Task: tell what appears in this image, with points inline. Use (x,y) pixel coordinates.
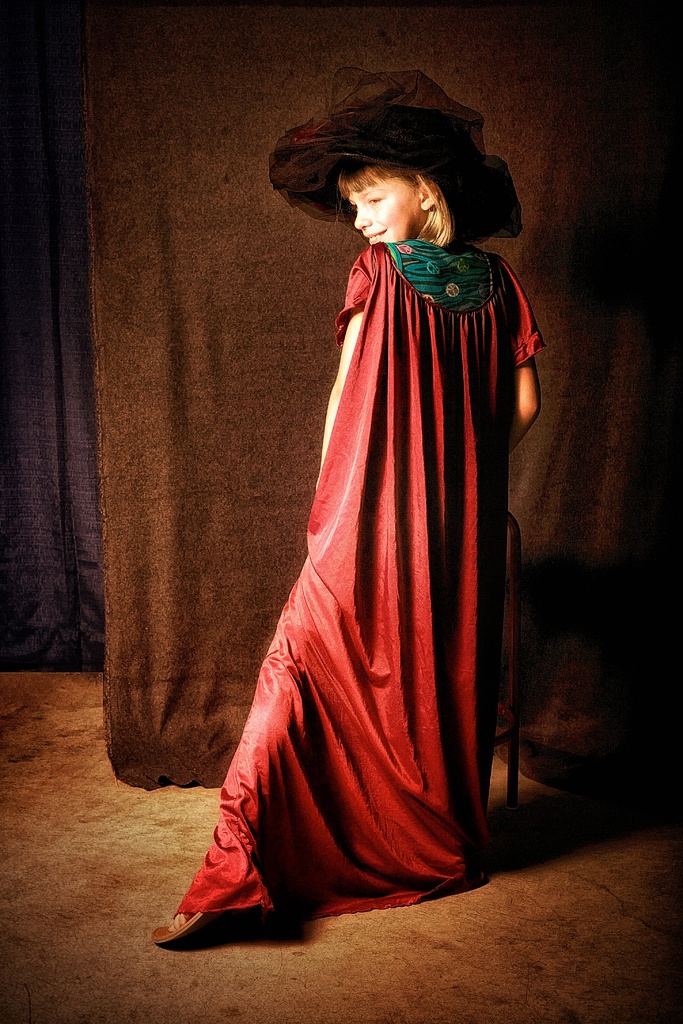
A girl (340,443) is standing wearing a red dress (344,778) and a black hat (455,142). There is a chair (516,532) and curtains (520,507) behind her.
